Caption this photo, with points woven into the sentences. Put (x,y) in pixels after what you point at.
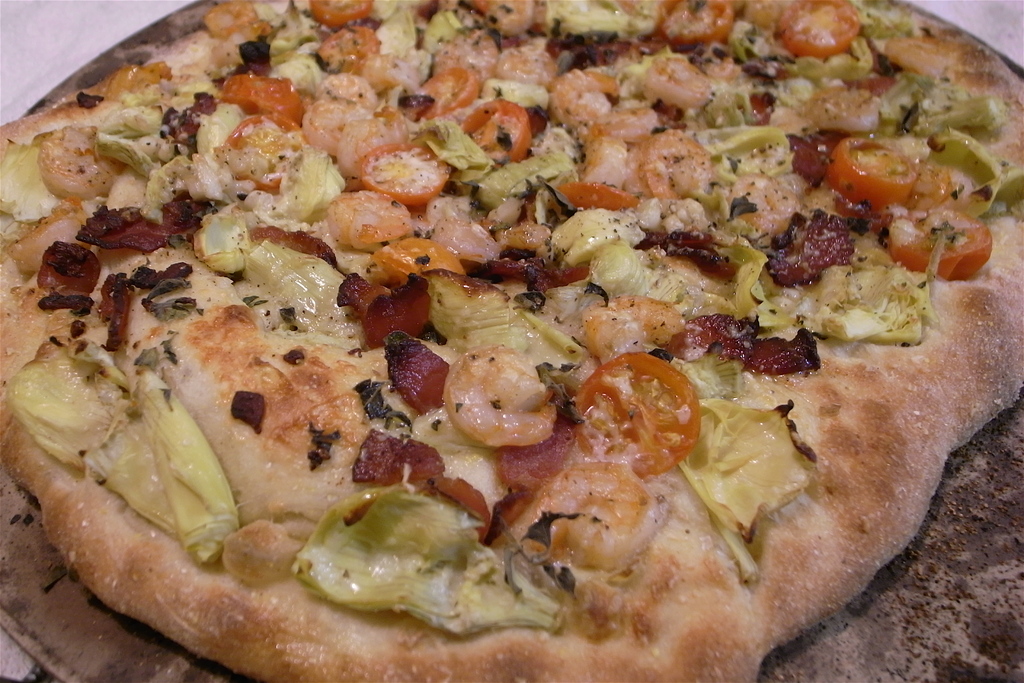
In this picture there is a pizza (647,454), on the pizza (308,141) there are tomatoes (411,164), artichokes (318,160) and shrimp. At the bottom (960,592) there is a stone (84,595).
